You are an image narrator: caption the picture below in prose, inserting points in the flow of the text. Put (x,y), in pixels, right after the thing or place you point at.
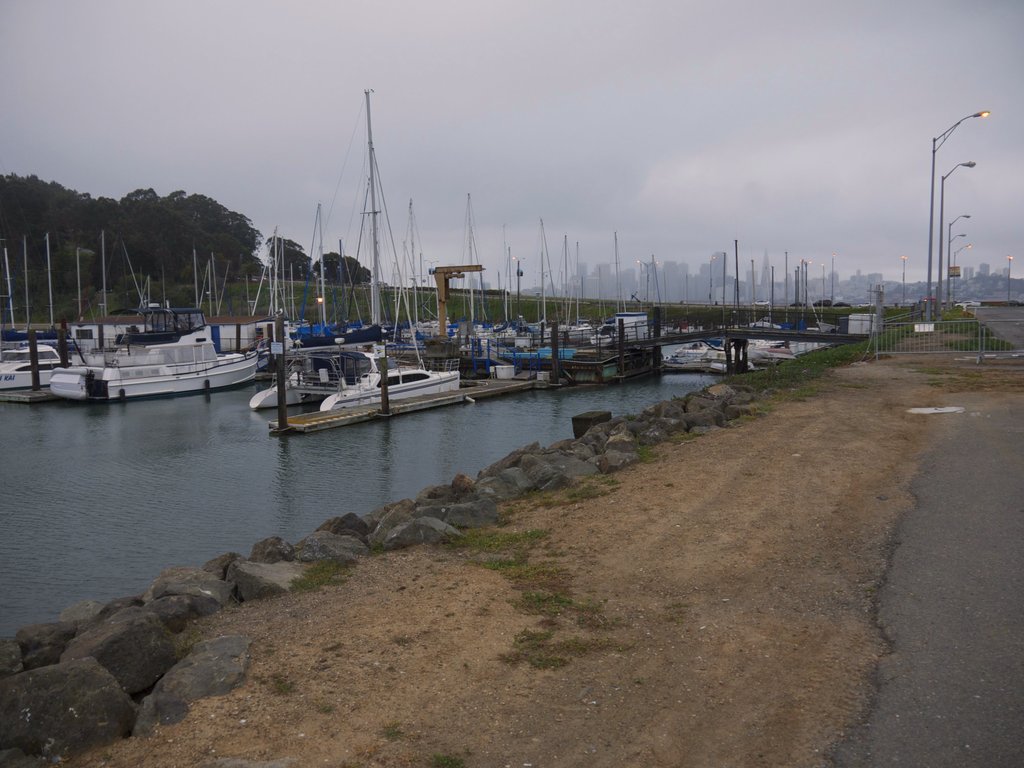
In this image I can see number of stones (16,704), an open ground (794,480) and a road (920,562) in the front (953,553). On the left side of the image (336,367) I can see number of boats (637,331) on the water (477,455). In the background (620,339) I can see number of poles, street lights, number of trees (15,292), number of the buildings (777,296), clouds (791,76) and the sky (794,200). On the right side of the image (1017,346) I can see the iron fence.
